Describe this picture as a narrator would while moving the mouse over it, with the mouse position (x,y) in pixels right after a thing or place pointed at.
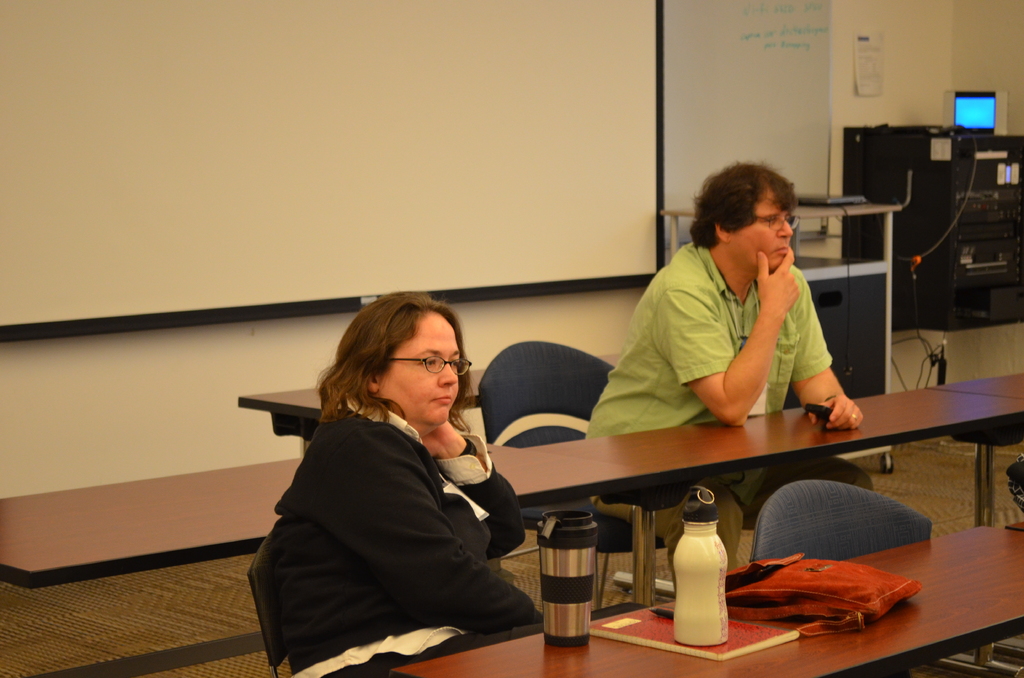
On the background (865,89) we can see a paper (862,75) over a wall (854,80), white board (756,109). This is a floor (187,615). Here we can see persons (380,631) sitting on chairs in front of a table (513,657) and on the table (664,651) we can see bottles (577,644), bag (820,606) and a book (785,638). Here we can see a screen (984,98) and a device (937,241).
